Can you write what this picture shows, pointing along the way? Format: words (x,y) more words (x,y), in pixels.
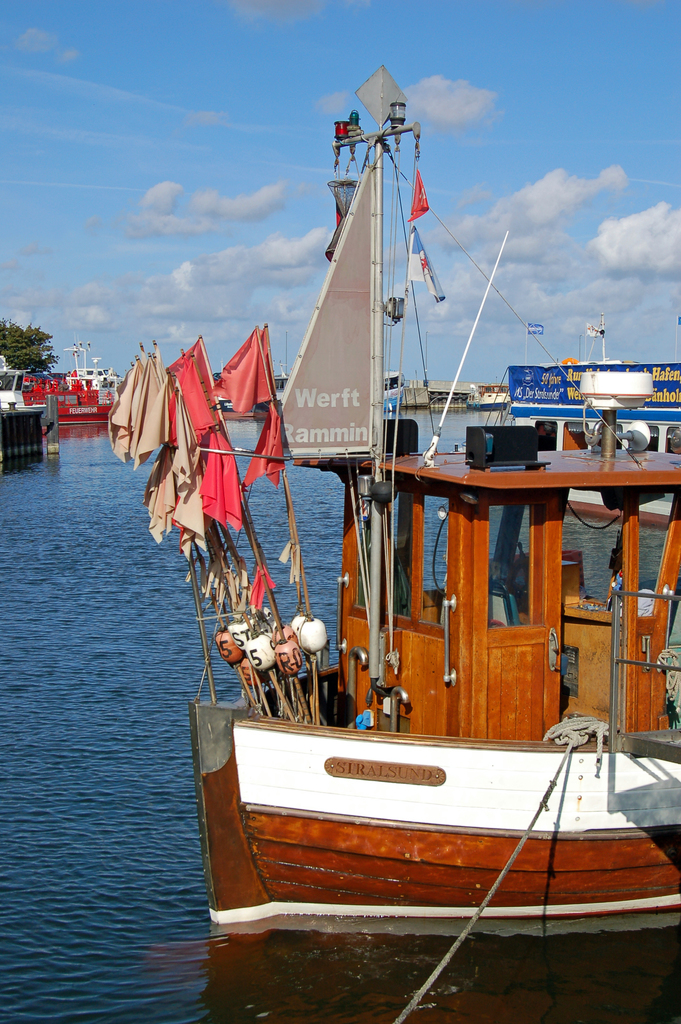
In this picture we can see boats (435,454) on the water (172,664), flags (162,414), rope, board (575,371), trees (31,358) and some objects (55,421) and in the background (435,124) we can see the sky (508,126) with clouds (255,198).
